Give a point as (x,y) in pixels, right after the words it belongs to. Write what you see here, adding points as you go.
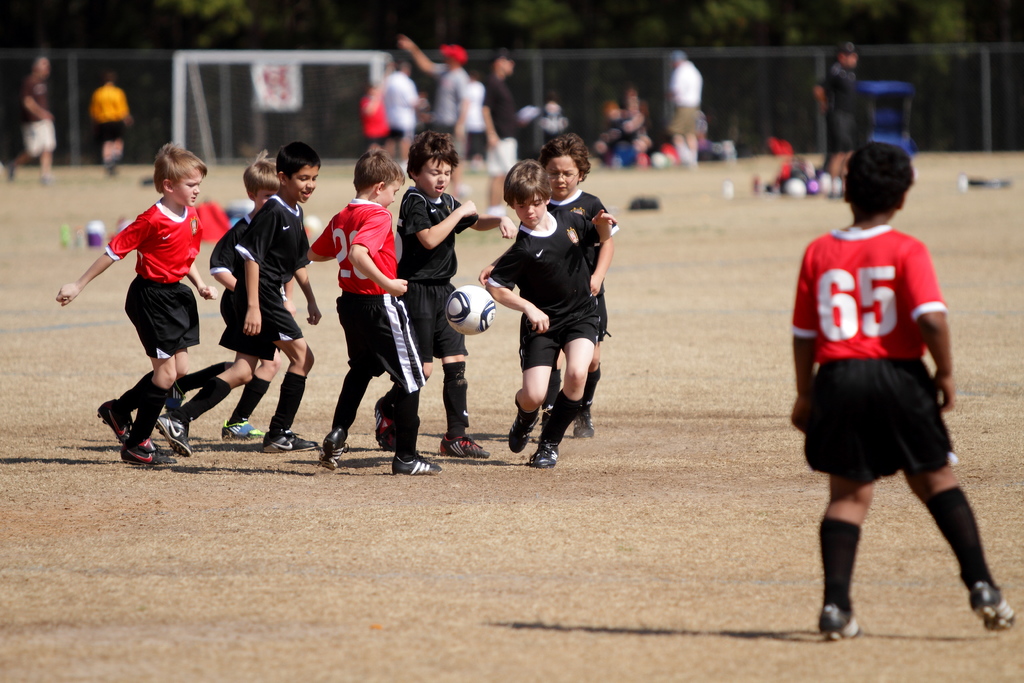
There are many children (432,235) playing with a football (488,309) on the ground (517,537). In the background (413,77) it is blurred. Also there are many people (474,87), football post (313,51) and trees (819,29).
